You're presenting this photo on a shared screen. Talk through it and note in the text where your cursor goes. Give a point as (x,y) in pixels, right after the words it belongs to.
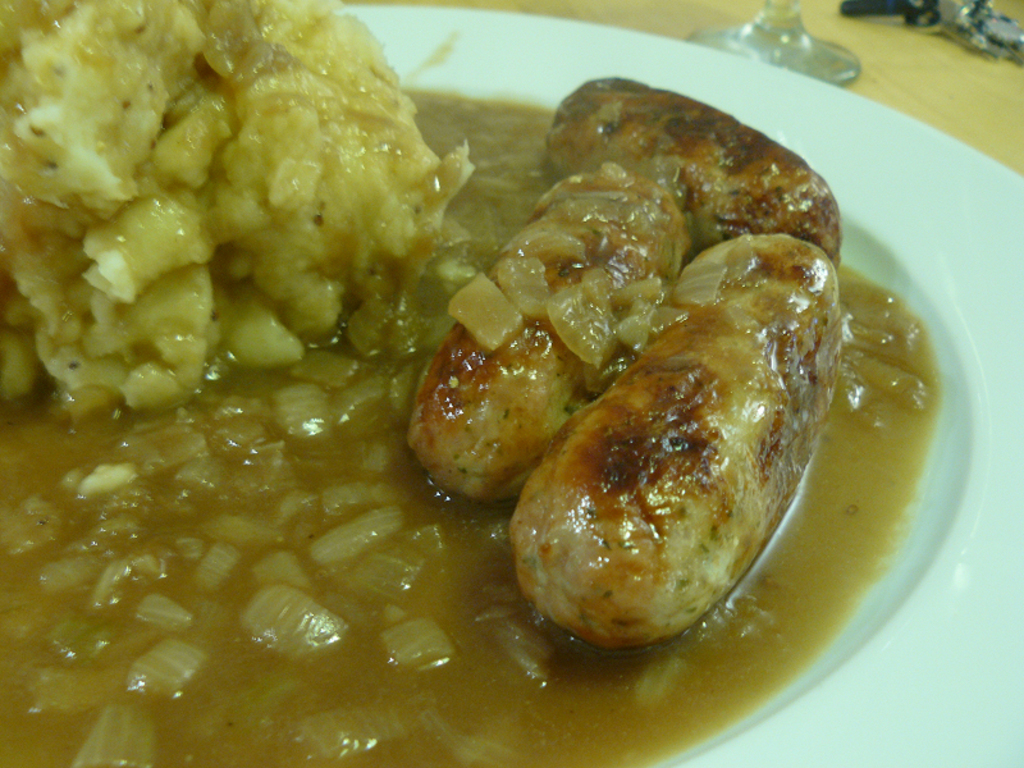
In this picture we can see food (561,389) in the plate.
